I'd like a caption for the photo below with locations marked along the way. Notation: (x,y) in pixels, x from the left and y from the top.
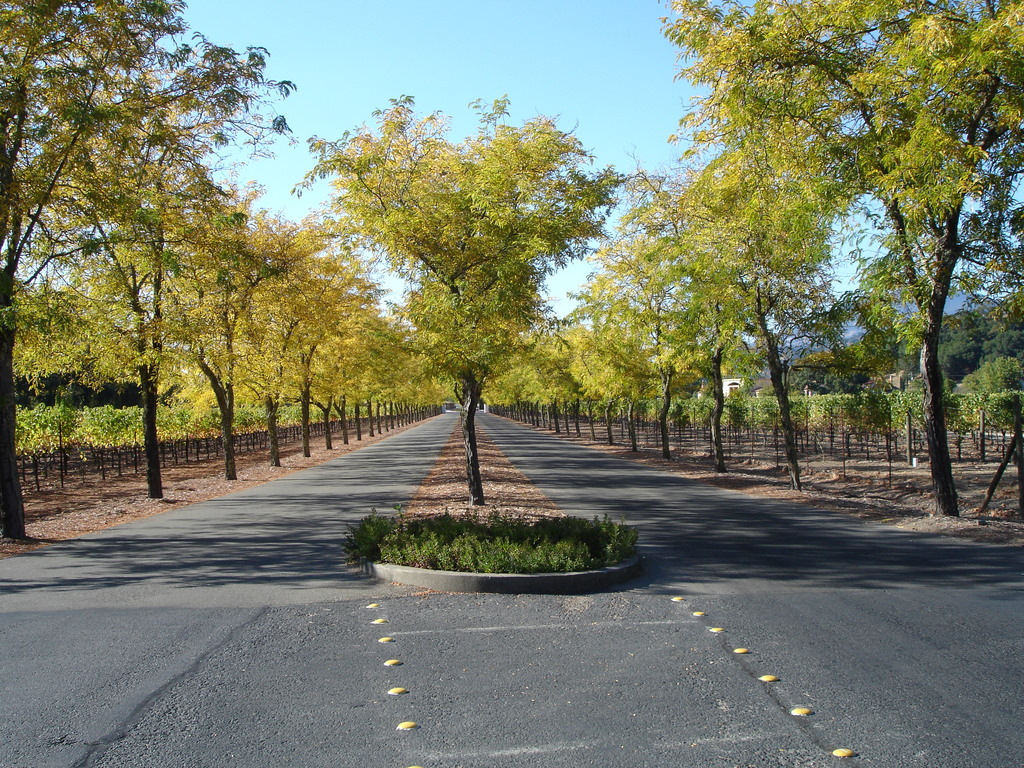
There are trees (697,226), this is road (462,688) and a sky (566,71).
